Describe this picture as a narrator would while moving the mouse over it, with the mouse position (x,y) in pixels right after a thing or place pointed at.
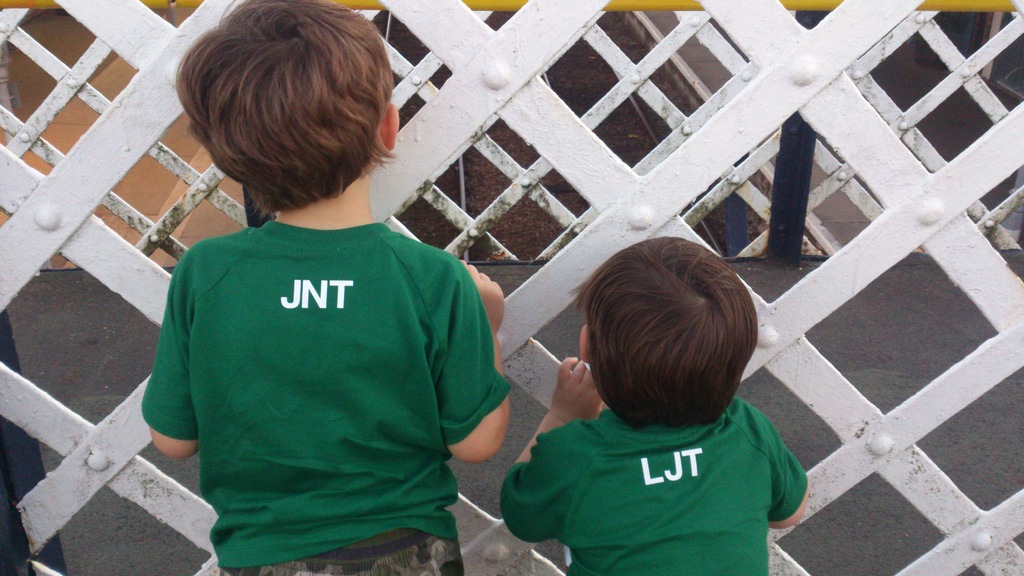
In this picture I can see there are two kids (443,474) and they are wearing green color shirts (333,411) and there is something written on the shirts (366,266) and in the backdrop (747,4) there is a white fence (781,362) and there is a cream color object (0,141) on left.
